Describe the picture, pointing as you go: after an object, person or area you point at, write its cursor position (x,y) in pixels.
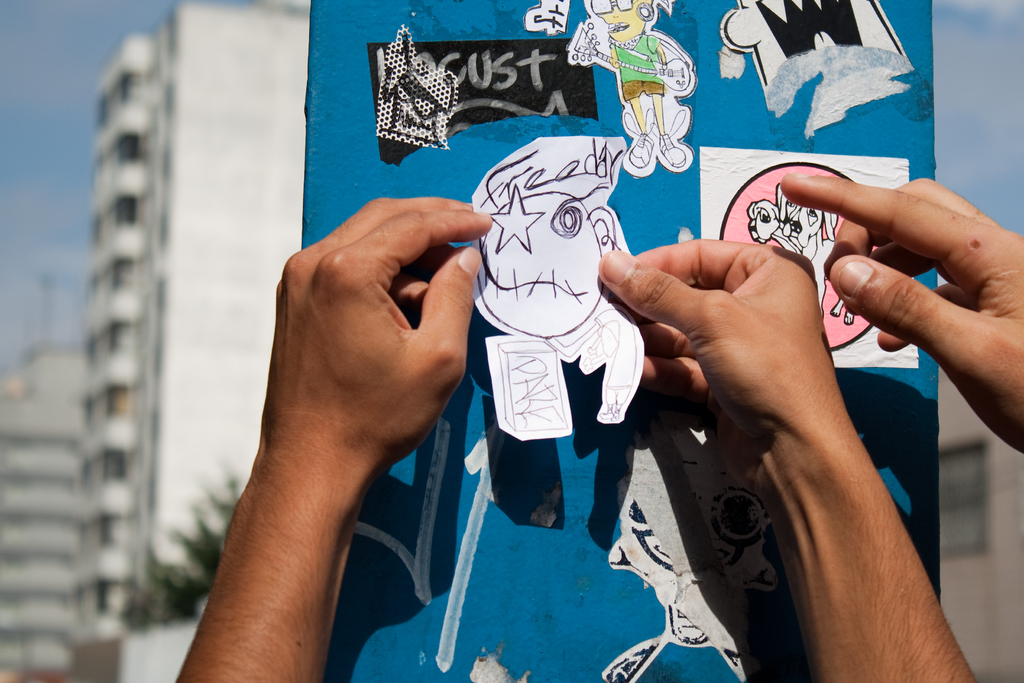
In this picture we can see some persons hands (867,302), stickers (842,310) and in the background (165,493) we can see trees (193,569), buildings (88,554), sky (46,330) with clouds (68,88) and it is blurry.
